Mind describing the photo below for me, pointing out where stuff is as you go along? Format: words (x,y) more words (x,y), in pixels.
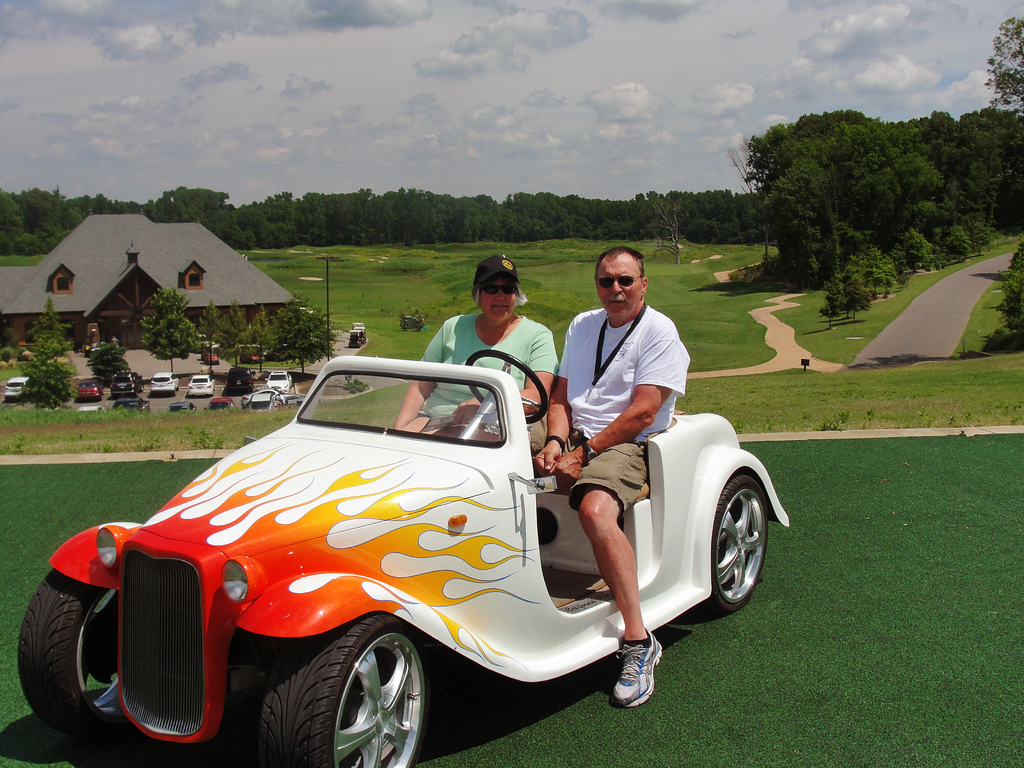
In this image i can see a greenery part (739,290) of the picture and back side i can see sky (659,88) is cloudy and there are some trees (661,204) visible and there is a grass (752,341) on the ground (751,377) and there is a house (212,279) seen in the background (221,285) with left side (226,302). and there are some vehicles (174,387) in front of the house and there are some trees (148,328) in front of the house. on the middle (387,473) there is a vehicle (403,473). on the vehicle (408,485) two persons (518,376) sitting. on the right side of a vehicle (391,469) a man (619,369) wearing a white shirt (633,348) sitting. and on left side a woman (480,335) wearing a green color shirt (449,343) and she is wearing a cap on her head (493,296). she is sitting on the vehicle (562,485) on the right side (899,321) a road (967,314) is visible.
